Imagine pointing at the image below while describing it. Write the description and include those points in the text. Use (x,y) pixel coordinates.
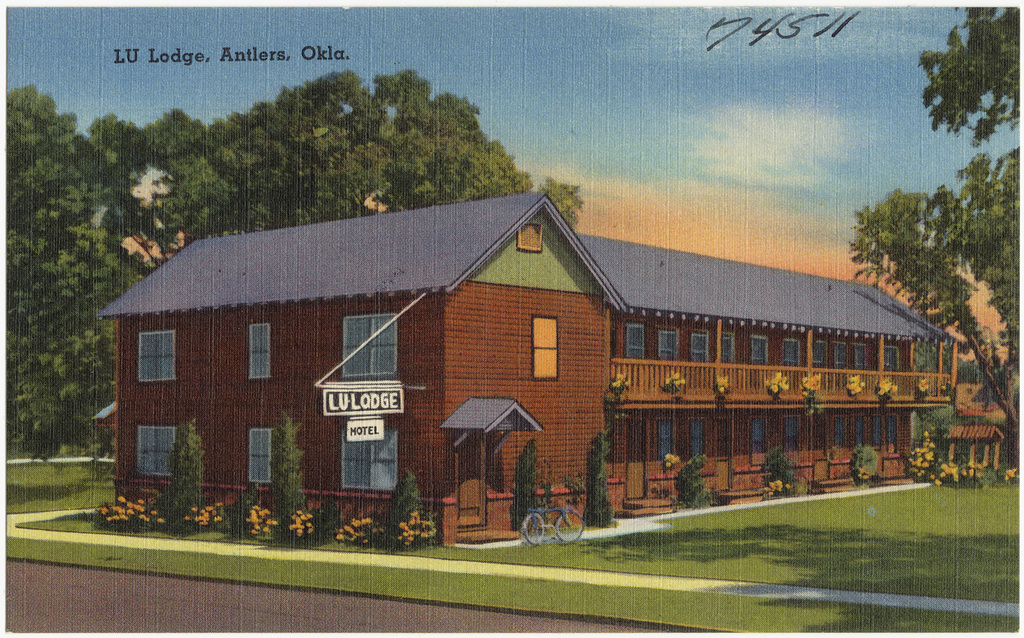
In this picture we can see a house (389,365) in the paper (547,358) and in front of the house (551,476) there is a bicycle (574,523) and plants (912,448). Behind the house (469,305) there are trees (338,140) and the sky (591,107) and on the house (759,284) there is a board (397,402). On the image, it is written something.
